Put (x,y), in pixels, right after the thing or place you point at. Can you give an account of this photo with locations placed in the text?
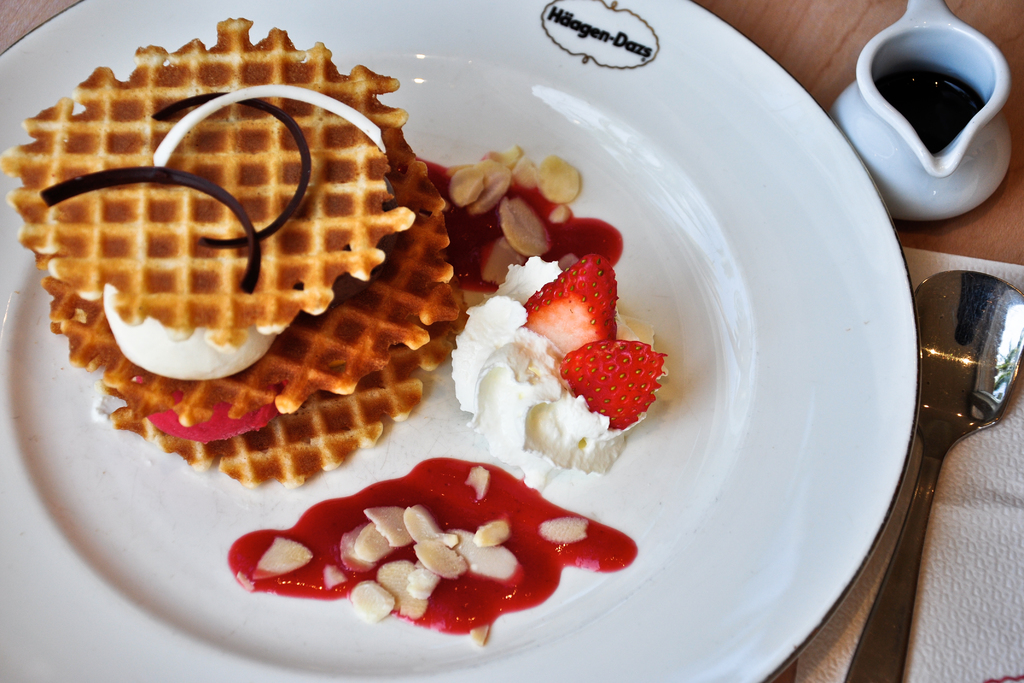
In this image there are food items (326,315) in plate (674,572). There is a spoon (974,303). There is a cup (921,212) on the table (817,50).
